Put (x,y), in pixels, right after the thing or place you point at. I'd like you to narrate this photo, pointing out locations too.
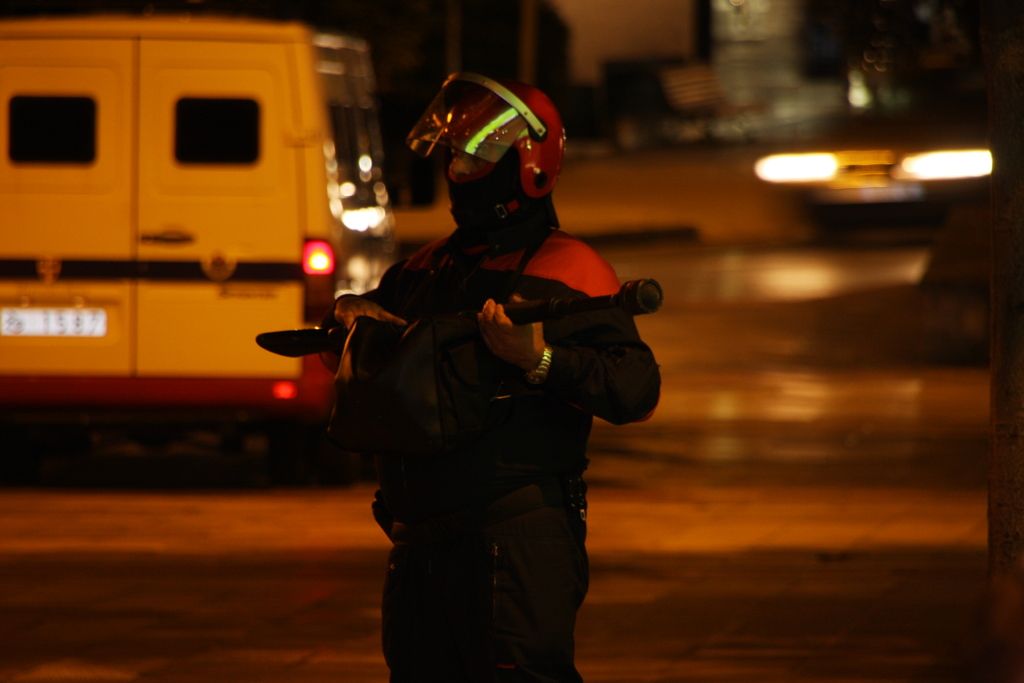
In this image, we can see a person (507,395) holding an object (444,322) and wearing a helmet (459,159). Background (933,490) we can see the blur view. Here we can see vehicles (952,184) and few objects (1002,205).
